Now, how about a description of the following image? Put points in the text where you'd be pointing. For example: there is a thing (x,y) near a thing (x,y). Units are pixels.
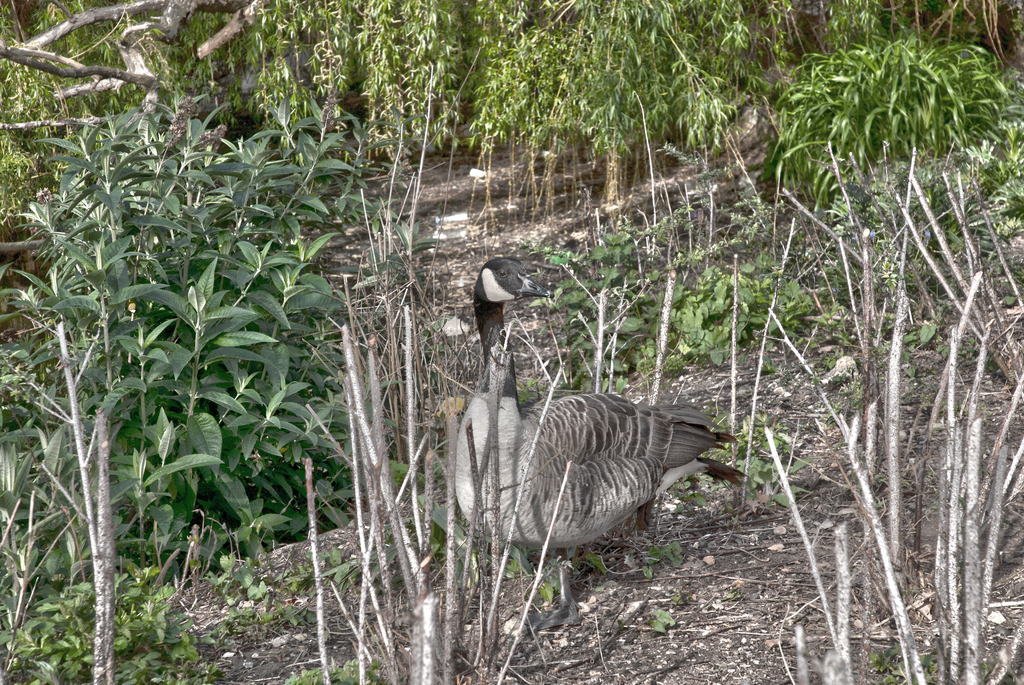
In this image there is a bird (561,460), there are plants (489,193).
